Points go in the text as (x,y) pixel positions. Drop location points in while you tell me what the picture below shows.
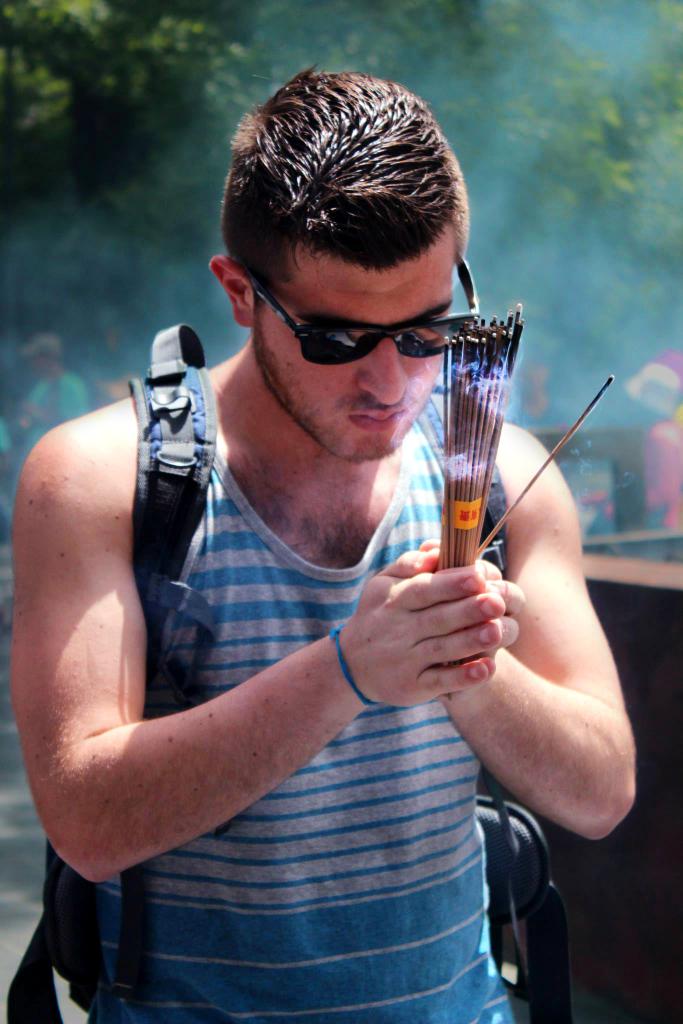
In the picture I can see a man (402,505) is standing and holding incense sticks (460,545) in hands (472,606). The man (477,588) is wearing a tank top (378,814), black shades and some other objects (341,654). In the background (663,262) I can see trees (477,214) and some other objects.
